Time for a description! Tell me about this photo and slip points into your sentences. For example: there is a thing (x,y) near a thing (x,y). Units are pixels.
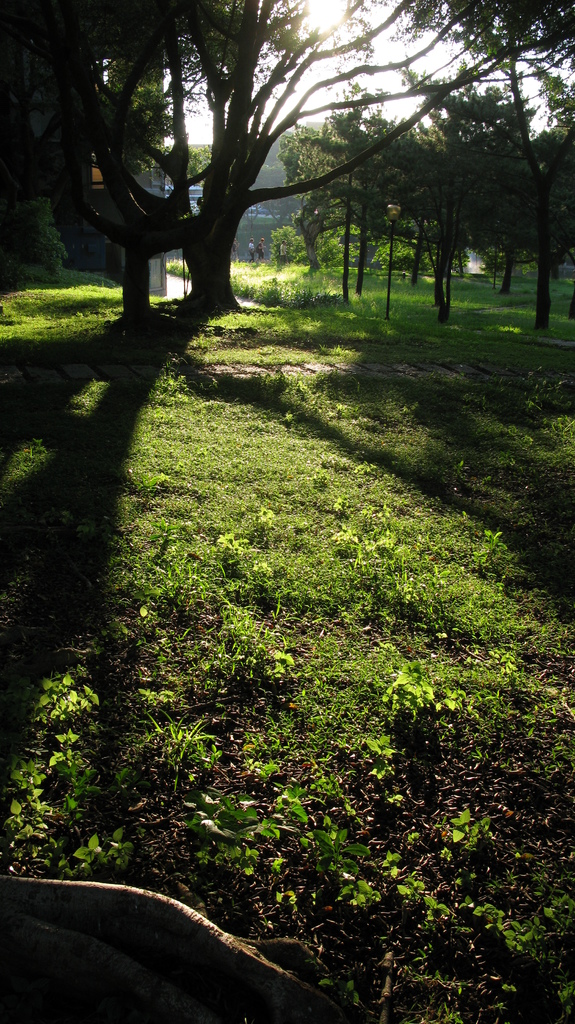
In this image we can see grass (335,589) on the ground (354,497). There are trees (370,236). In the background (325,60) there is sky (310,76). Also there is a building (99,191) and there are two persons (234,249).
